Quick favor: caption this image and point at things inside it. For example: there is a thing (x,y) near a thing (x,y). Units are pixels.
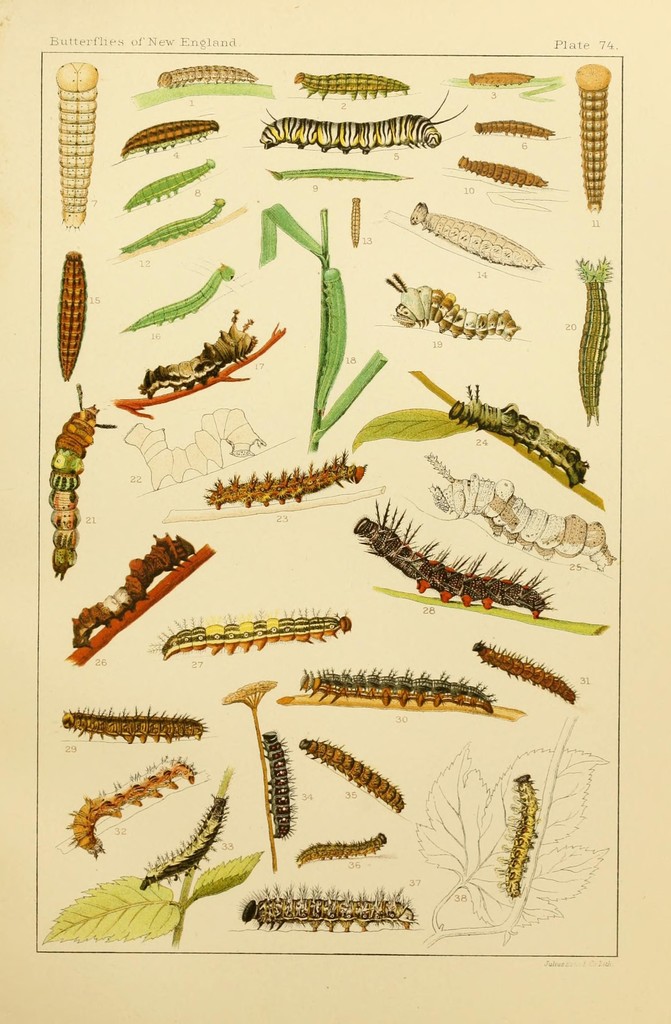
In this image we can see a paper (274,398) and on the paper (520,450) we can see different types of insects (506,171). There is also text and a number (608,48) on the paper (625,86).
